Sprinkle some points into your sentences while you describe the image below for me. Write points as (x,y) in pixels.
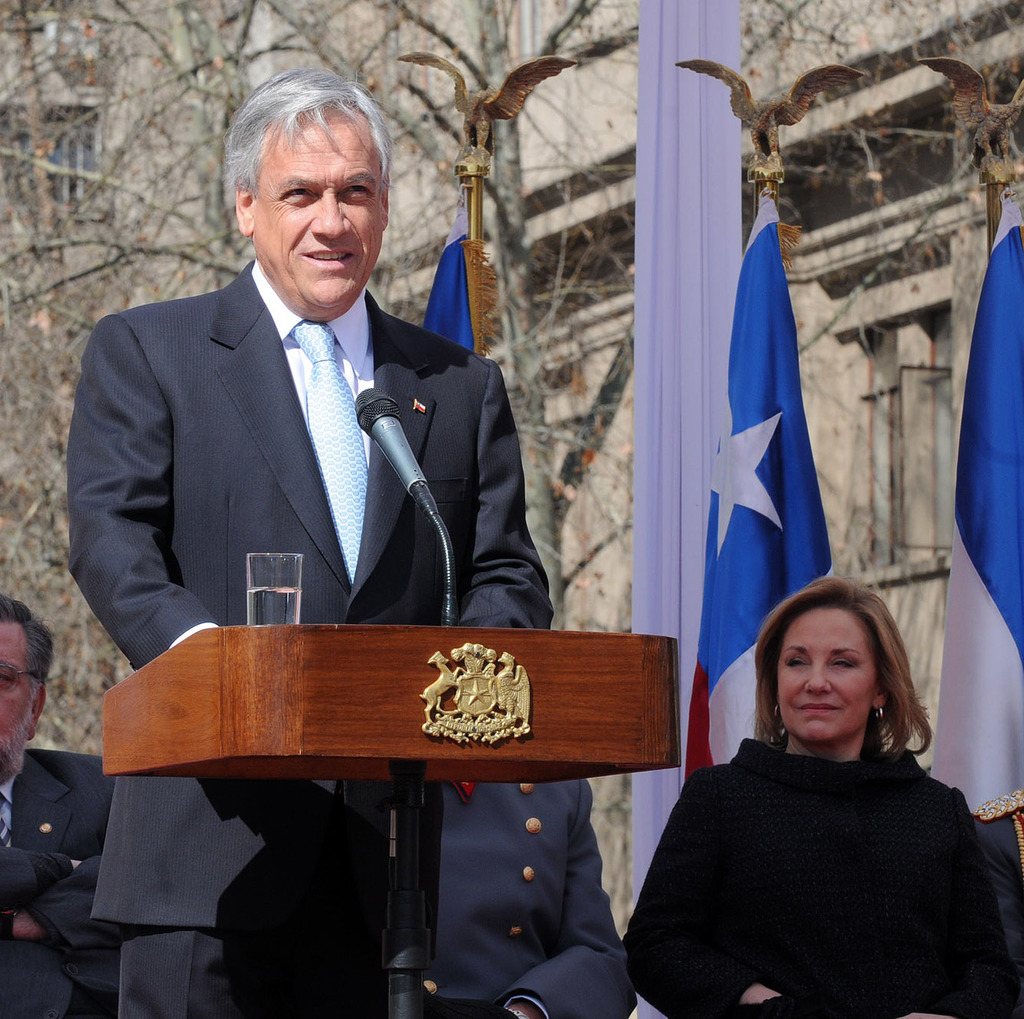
In this image we can see a few people (738,994), among them, one person (368,614) is standing in front of the podium (341,643), on the podium (341,643), we can see a mic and glass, there are some flags (781,351) and a building (821,366).
